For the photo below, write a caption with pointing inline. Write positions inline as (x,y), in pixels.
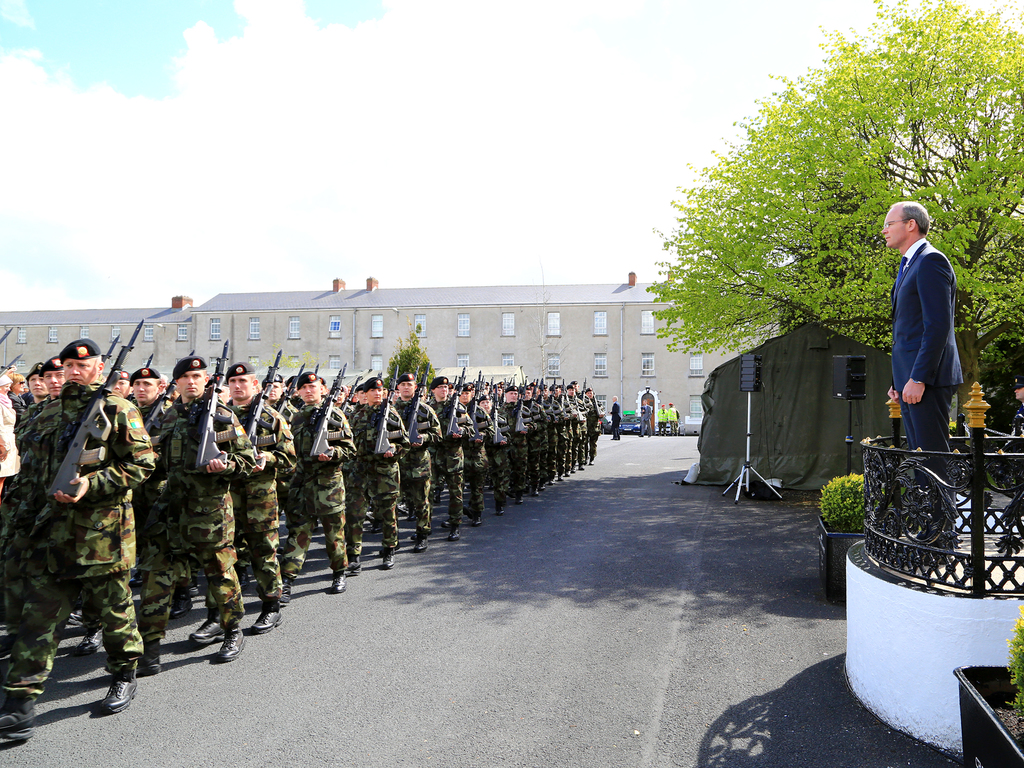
Here we can see group of people (463,483) are walking on the road (380,612) and there is a person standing on the floor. Here we can see plants (859,514), fence (885,494), speakers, tent (787,379), vehicles (630,433), and trees (797,299). In the background (459,326) there are buildings (575,312) and sky (570,137) with clouds (575,119).
